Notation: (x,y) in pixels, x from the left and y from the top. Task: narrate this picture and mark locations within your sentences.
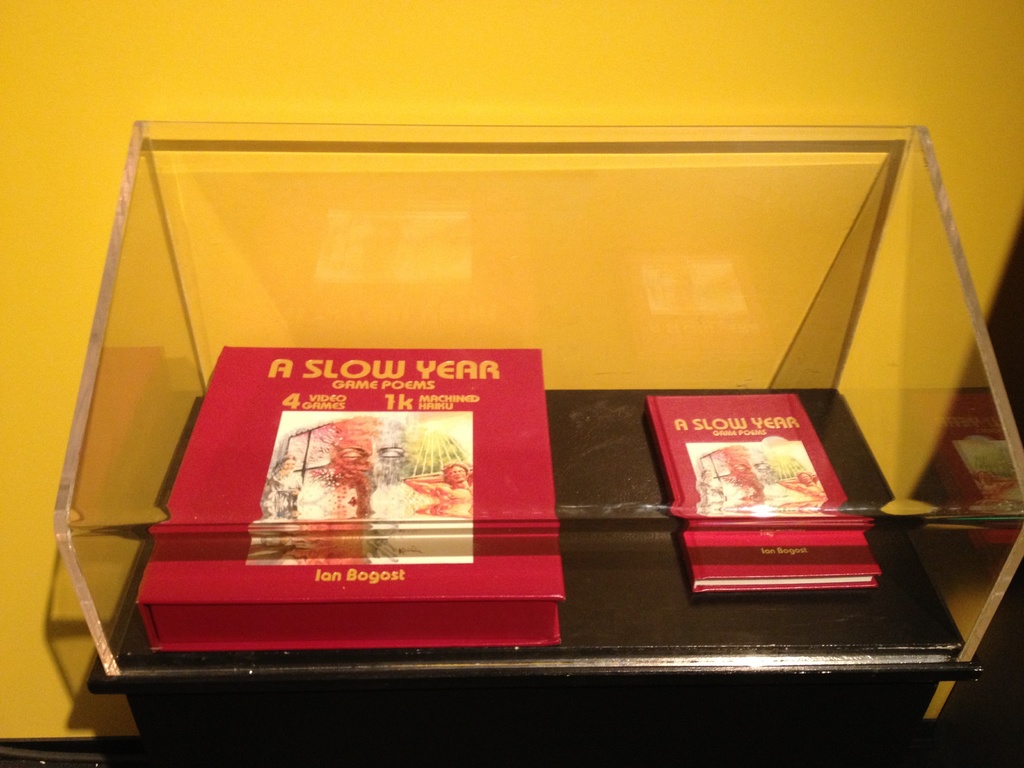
In this image, we can see books (475,557) are placed on a table (638,730) and covered with glass object (572,612). On the books (361,506), we can see some text (317,370) and figures (376,509). Background (436,103) we can see the wall (609,103). Here we can see few reflections (970,415).
